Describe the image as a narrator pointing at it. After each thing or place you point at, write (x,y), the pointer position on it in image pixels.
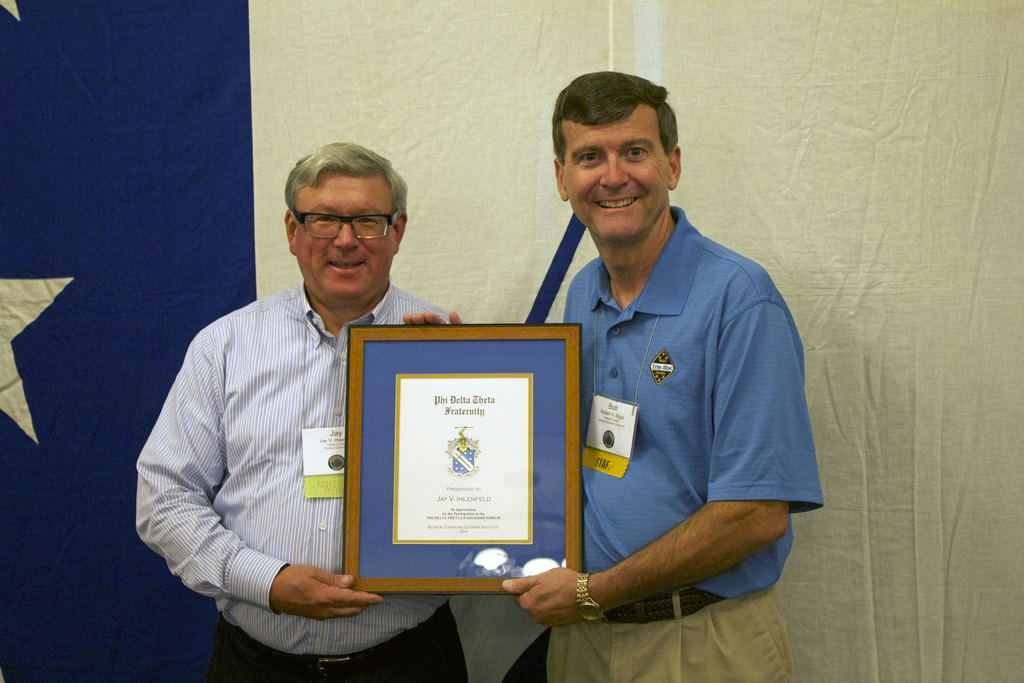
In the picture we can see two men (646,204) are standing and smiling and they are holding an award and in the background (980,322), we can see a wall (973,311) which is cream in color and in some part blue in color.
